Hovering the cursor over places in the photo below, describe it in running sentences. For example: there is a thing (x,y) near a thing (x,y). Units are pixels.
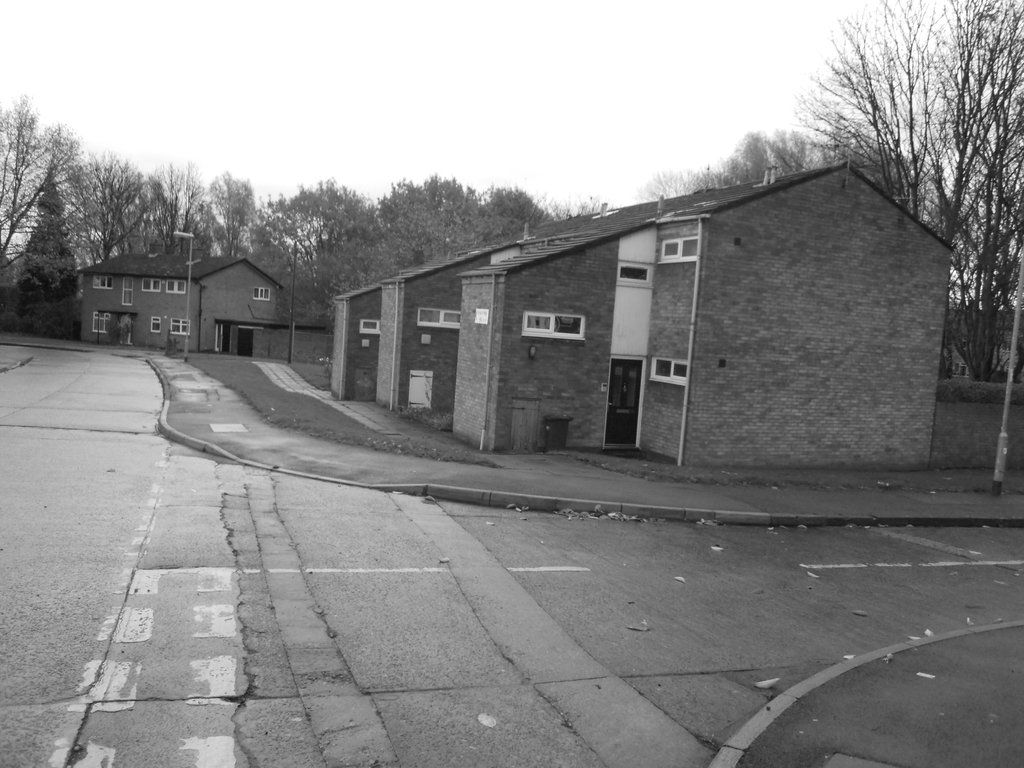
In this image there are buildings (409,305), behind that there are trees (57,167), and also there are some electric poles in front of the buildings (708,400).
